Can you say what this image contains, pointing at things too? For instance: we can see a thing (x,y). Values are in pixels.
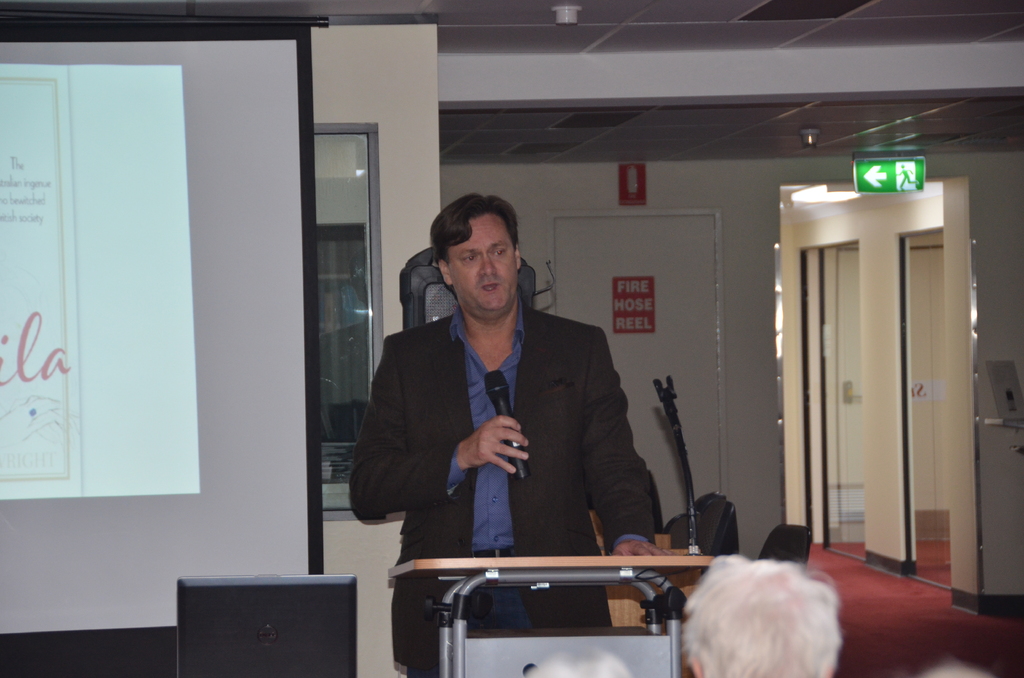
In this image we can see a man (568,521) standing in front of a table (585,563) holding a mic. We can also see a display screen (62,404) with some text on it, the sign boards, a door (667,448), window (338,277) and a roof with some ceiling lights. In the foreground (711,647) we can see some people (696,660), a laptop (216,666) and some chairs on the floor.
